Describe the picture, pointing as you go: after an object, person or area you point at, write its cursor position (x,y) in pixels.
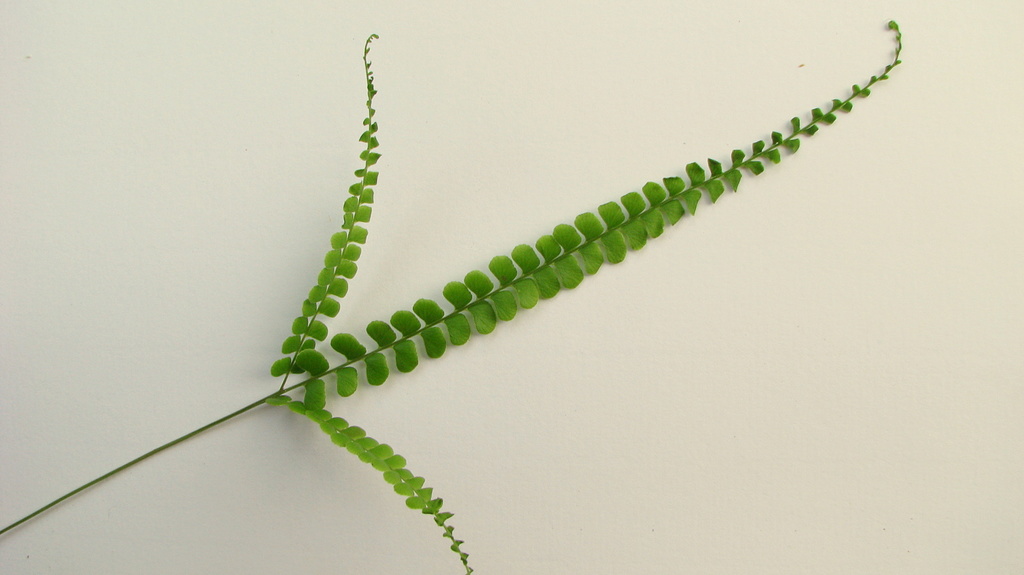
In this image I can see few leaves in green color and I can see white background (204,477).
